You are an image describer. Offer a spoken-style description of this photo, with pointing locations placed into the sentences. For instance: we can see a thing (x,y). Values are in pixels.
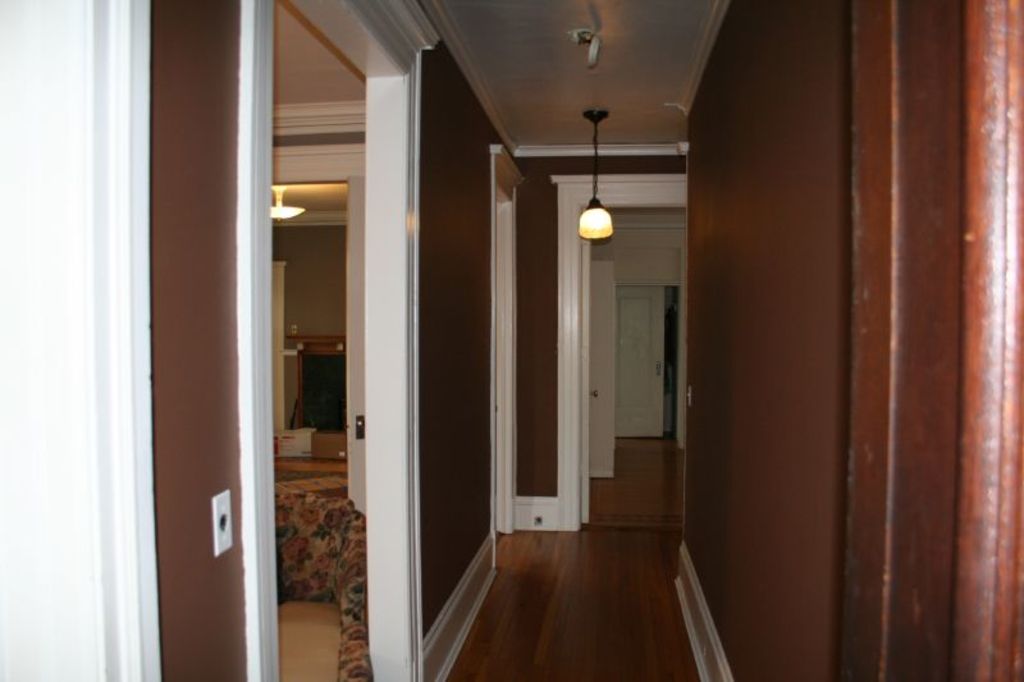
This is an inside view of a building (506,263) and here we can see lights (602,230), doors (582,507), some objects (312,390) inside the room (311,428) and we can see a couch (340,610) and there is a wall (448,527). At the top (597,67), there is roof (580,58) and at the bottom (552,609), there is floor (593,615).
